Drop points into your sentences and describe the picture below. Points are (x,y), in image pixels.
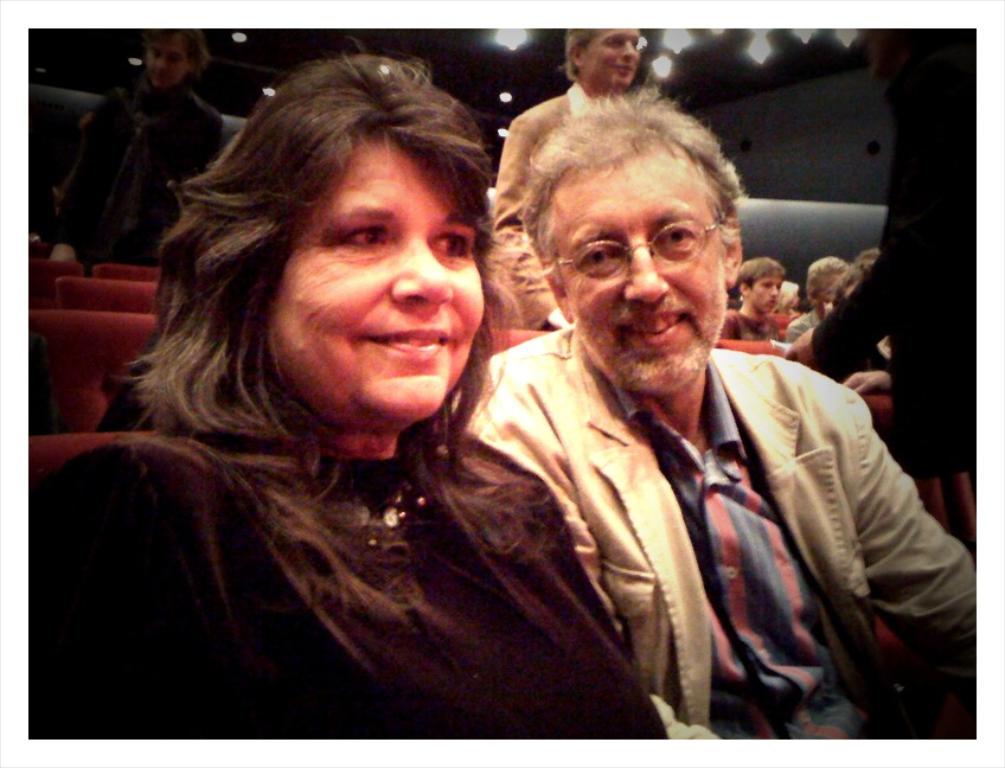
In this picture we can see some people (379,473) are sitting on chairs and some people (164,185) are standing. At the top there are ceiling lights (237,33).
